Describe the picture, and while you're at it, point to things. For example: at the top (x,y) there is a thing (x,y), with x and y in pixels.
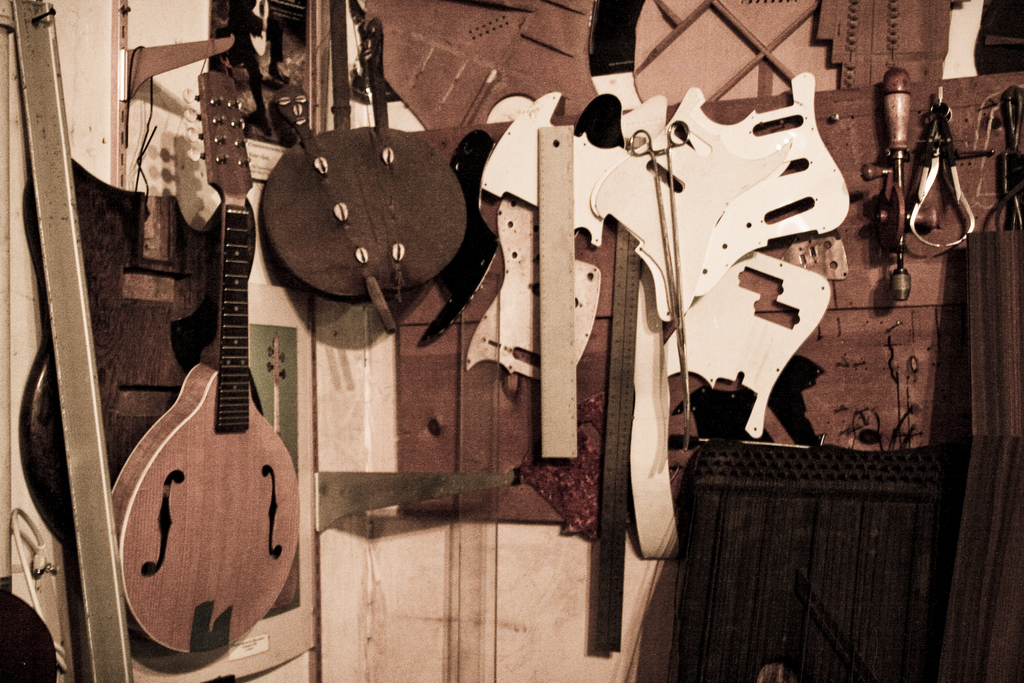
This picture contains guitar (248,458), mandolin (252,571) and some musical instruments (791,135) which are placed on the wall (738,104) and on the bottom of the picture (695,550), we see a black instrument (779,583).
